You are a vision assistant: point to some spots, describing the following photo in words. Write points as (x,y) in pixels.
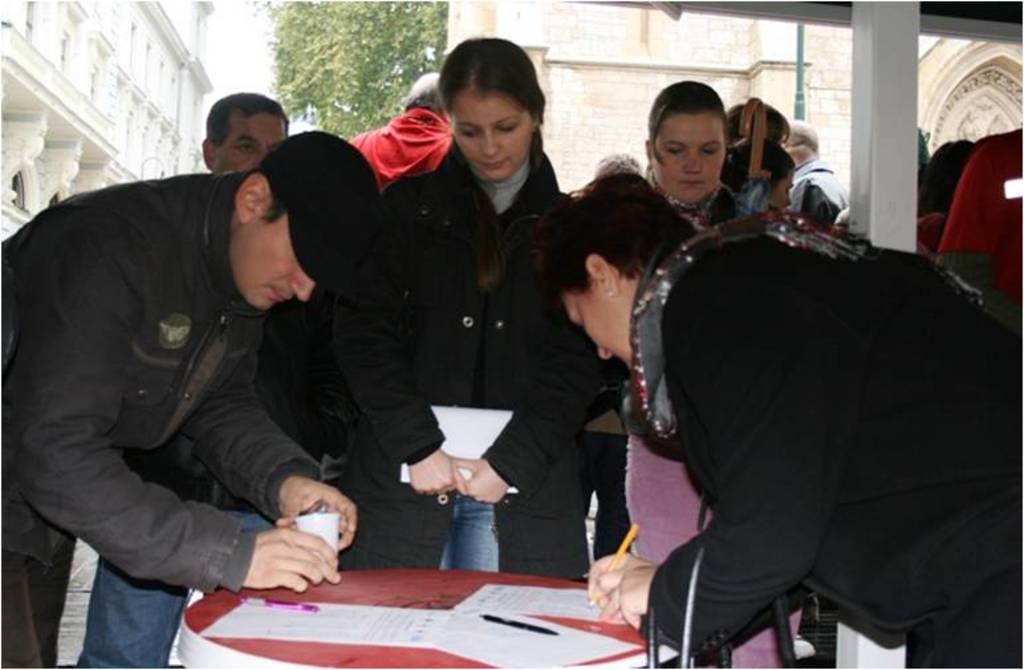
In the middle of the image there is a table (346,576) with papers (338,610) and pens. There are few people (529,560) standing. On the left side of the image (93,332) there is a man (174,331) with cap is bending and holding a glass (305,522) in his hand (304,554). And on the right side of the image (712,412) there is a lady (602,599) bending and holding the pen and she is writing something. In the background (912,31) there is a pole (916,73) and also there are buildings (736,72) with walls (83,67), arches (995,73), and windows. And also there is a tree (279,58) in the background (365,29).
